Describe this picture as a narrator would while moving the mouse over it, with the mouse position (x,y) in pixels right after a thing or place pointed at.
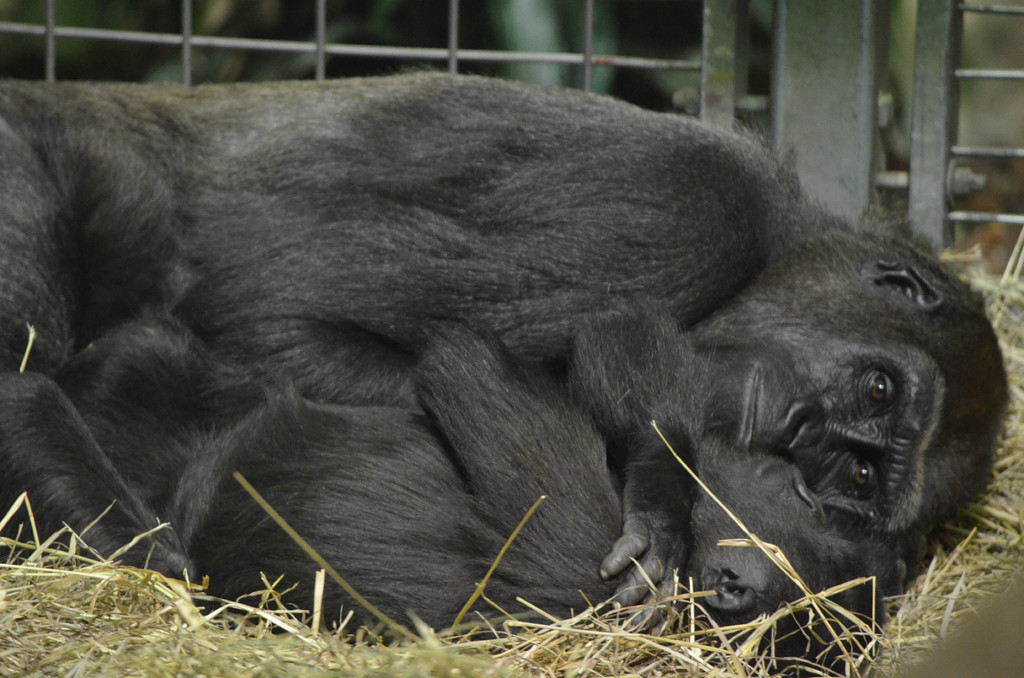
In this image we can see two gorillas (640,530) on the grass (968,538), also we can see a cage (898,184).
